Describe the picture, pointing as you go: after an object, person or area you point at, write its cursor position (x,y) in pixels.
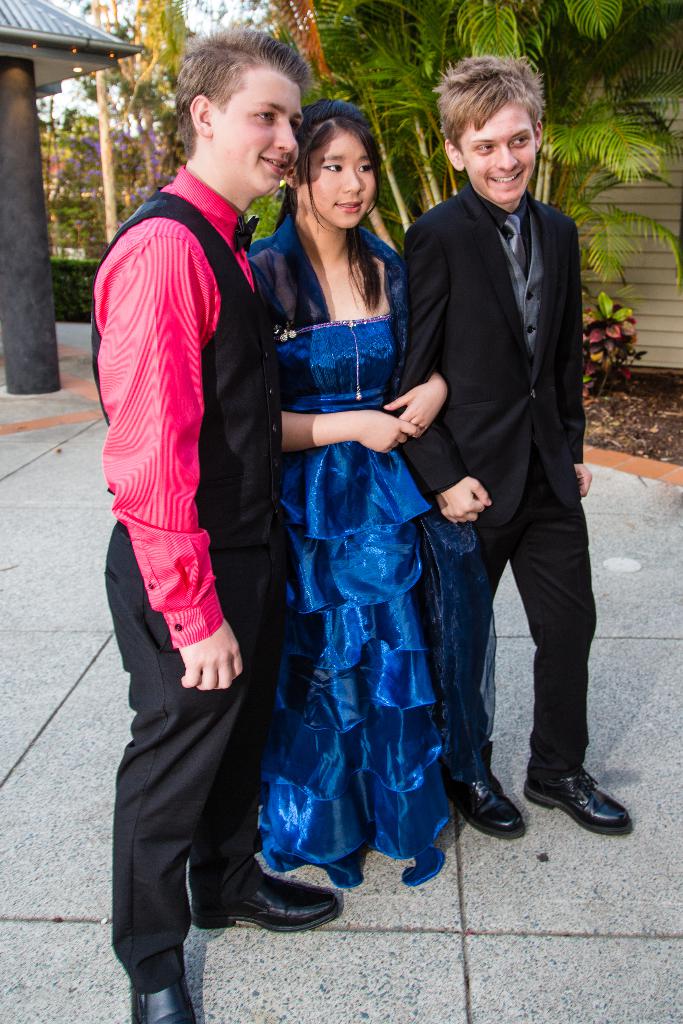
Here I can see two boys (247,286) and a girl (348,445) are standing and smiling by looking at the right side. In the background (373,119) there are many plants (373,119) and trees (136,67). on the left side (34,179) there is a pillar (12,132).
